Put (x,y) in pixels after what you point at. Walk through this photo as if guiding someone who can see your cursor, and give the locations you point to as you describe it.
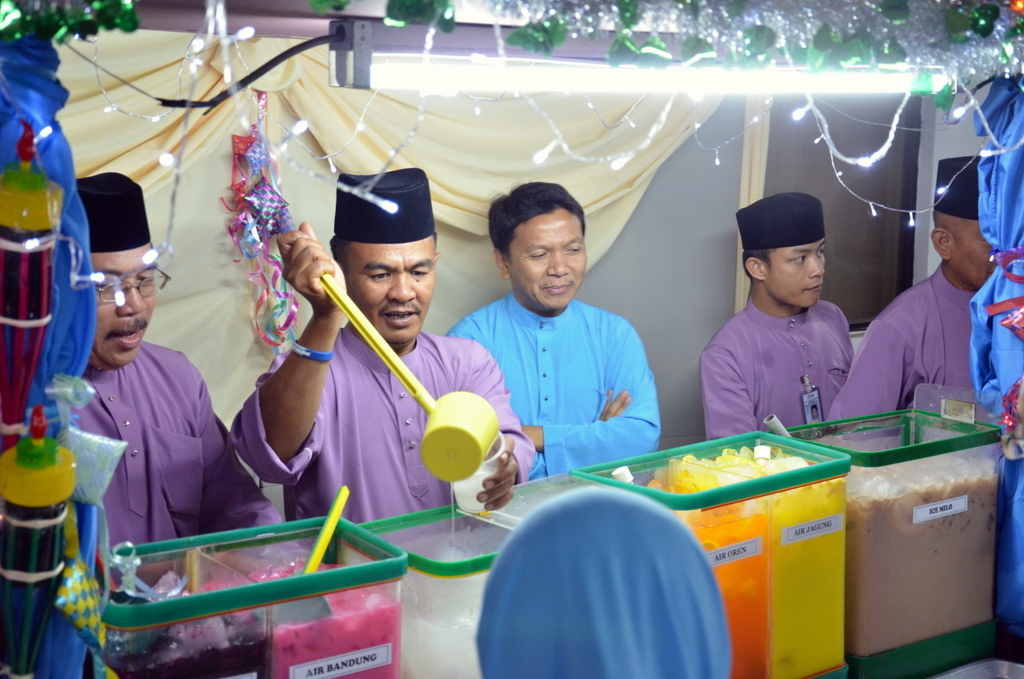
In the center of the picture (545,285) there are people (372,289) standing. In the foreground (482,526) there are buckets (689,505), spatulas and some food items (893,523). At the top (892,86) there are ribbons (659,33) and lights (870,167). On the left (71,422) there are decorative items (48,249). On the right (1003,316) decorative items (999,293). In the background (613,189) there are curtains (594,208) and wall (642,212).
